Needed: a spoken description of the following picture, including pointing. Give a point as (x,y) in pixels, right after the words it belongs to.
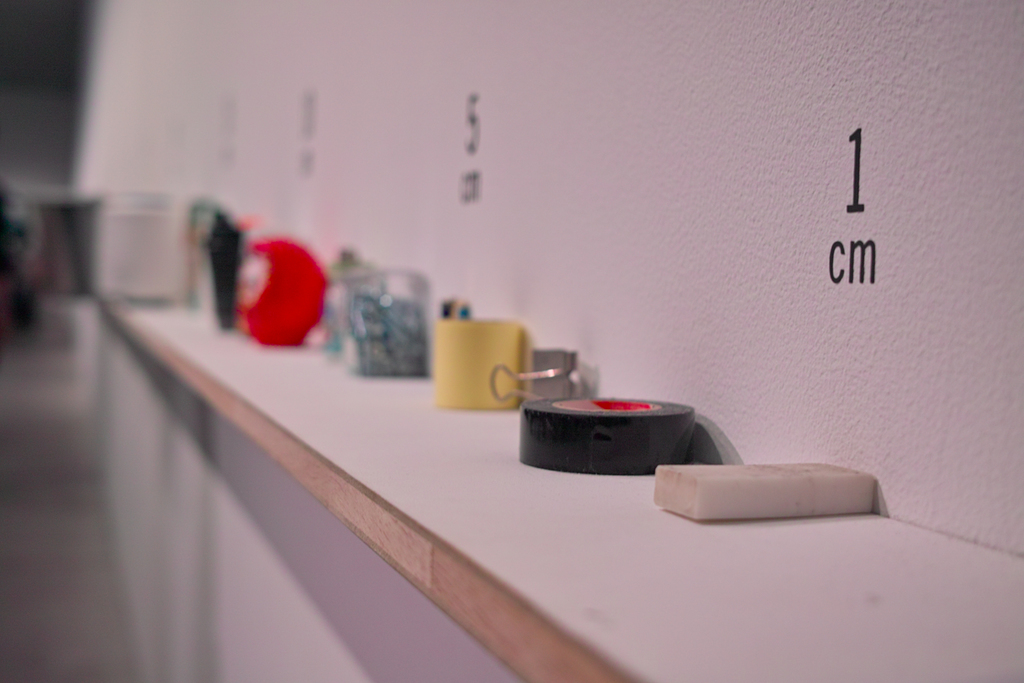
In this picture we can observe some accessories (540,373) placed on the desk (355,413) which is in white color. We can observe a wall (493,129) which is in white color. There are numbers (474,104) painted on this wall (415,218). The background (45,143) is completely blurred.
